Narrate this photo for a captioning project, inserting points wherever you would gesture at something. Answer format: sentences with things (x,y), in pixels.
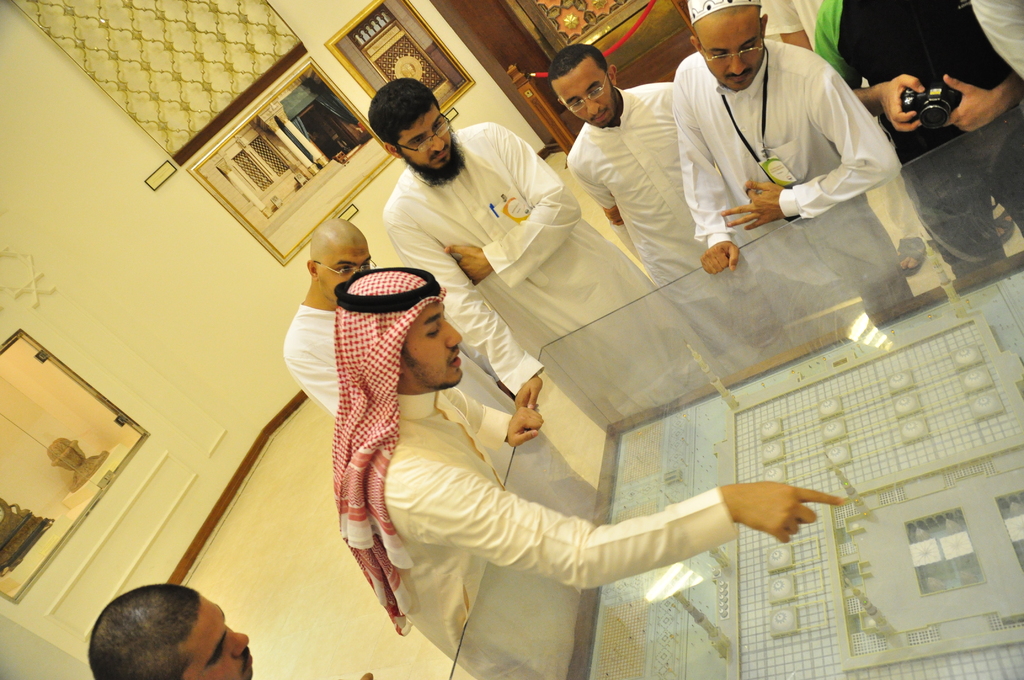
This image consists of few persons (228,667). In the front (871,546), we can see a building plan (854,375) in the glass box (684,468). In the background (180,249), there is a wall (108,535). And there are some objects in the glasses (10,414). At the bottom (263,519), there is a floor (336,546).
